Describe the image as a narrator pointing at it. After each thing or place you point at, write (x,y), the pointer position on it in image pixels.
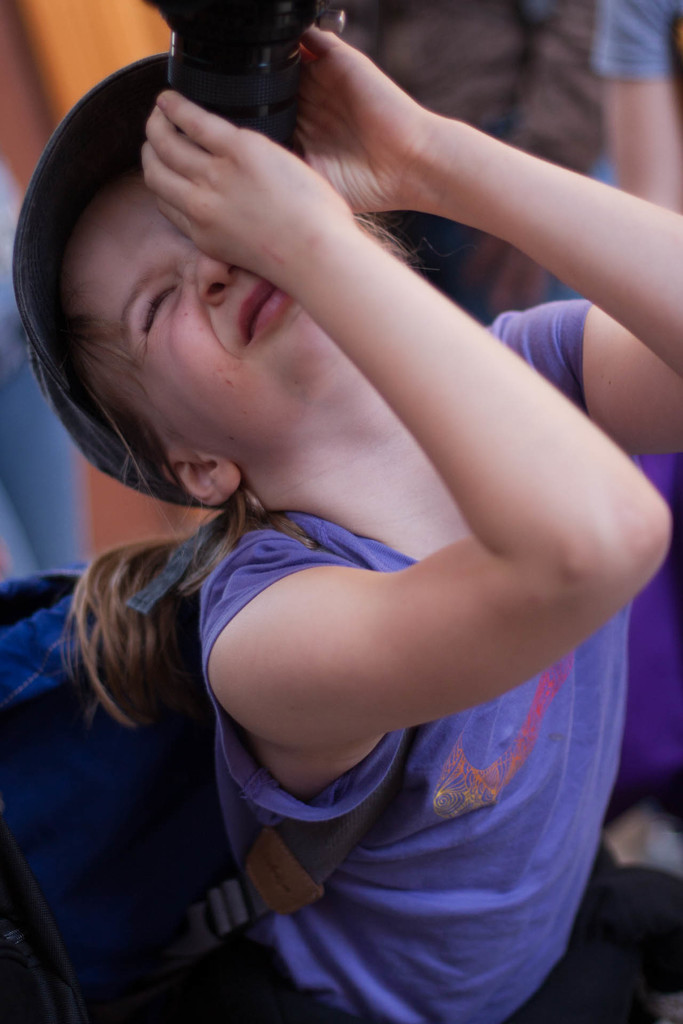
In this image, I can see a girl (426,858) standing with a bag (181,788) and holding an object (212,108). There is a blurred background (77,475). On the right side of the image (625,115), I can see a person's hand (644,170).
